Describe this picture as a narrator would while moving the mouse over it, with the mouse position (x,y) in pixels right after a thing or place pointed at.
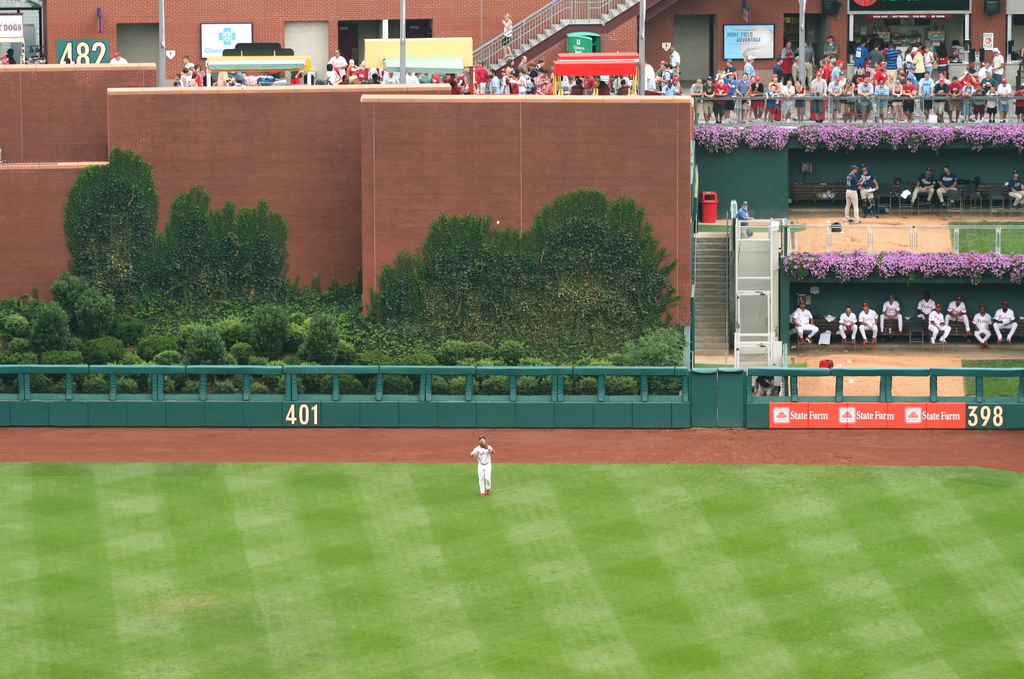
In this image, we can see the ground (276,573) covered with grass (209,565). There are a few people (786,57). We can see the fence (444,394). There are a few plants (303,344) and trees (535,315). We can see the wall (236,137) with some objects (205,51). We can also see some stairs (650,6) and the railing (592,13). We can see some tents (438,61) and a few boards (855,1) with text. We can see a store (986,48).
